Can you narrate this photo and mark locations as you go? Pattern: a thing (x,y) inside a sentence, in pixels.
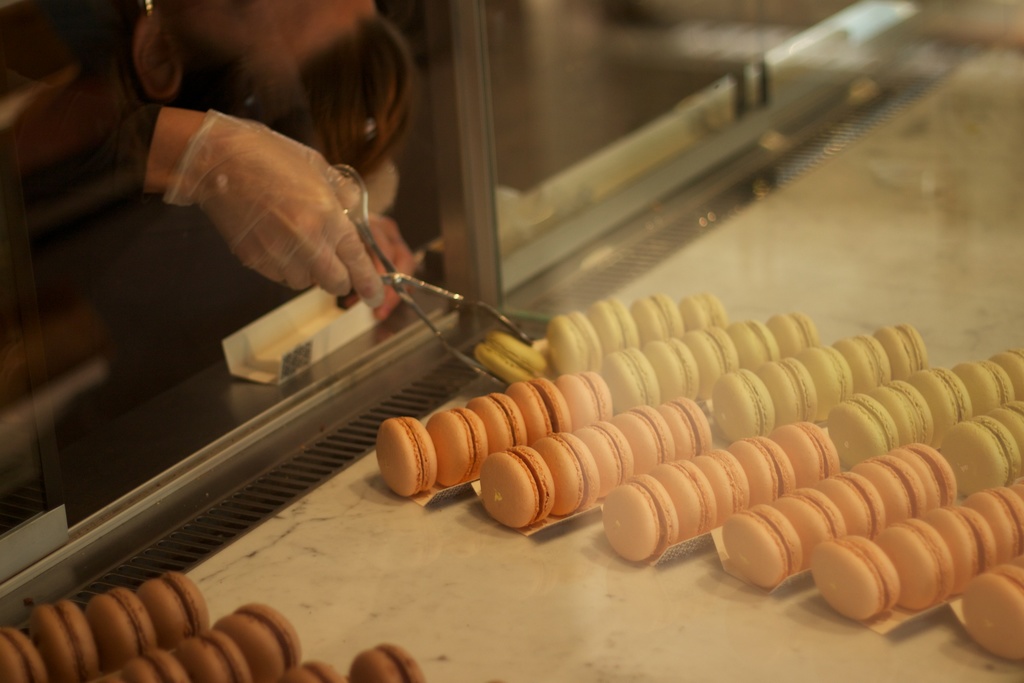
In the picture we can see a table (312,591) with a glass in it we can see some biscuits (736,521) are placed in a row wise and near to it we can see a person hand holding a biscuit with tongs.
